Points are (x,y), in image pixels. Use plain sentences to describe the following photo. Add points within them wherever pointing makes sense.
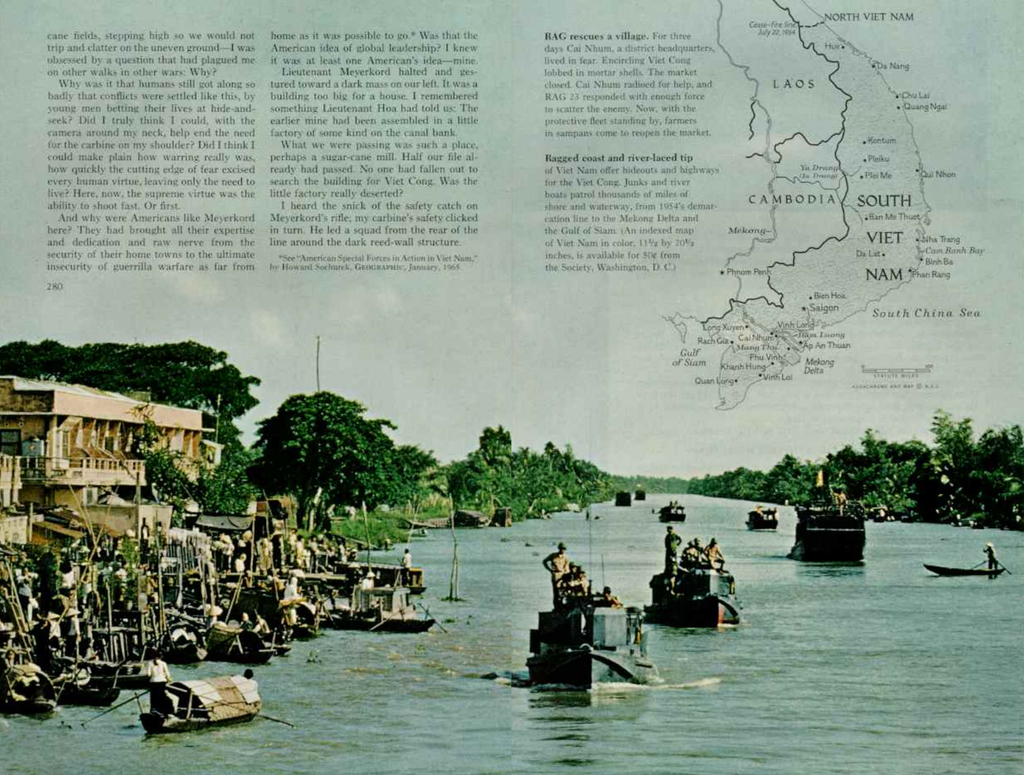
In this image we can see an article (335,163). There is something written. Also there is a map (832,203). At the bottom of the image (660,720) there is water (776,720). On the water (810,698) there are boats (692,576). Also there are many people (264,566) on the boats (595,597). On the sides there are trees (900,465). On the left side (74,480) there is a building (74,480).
